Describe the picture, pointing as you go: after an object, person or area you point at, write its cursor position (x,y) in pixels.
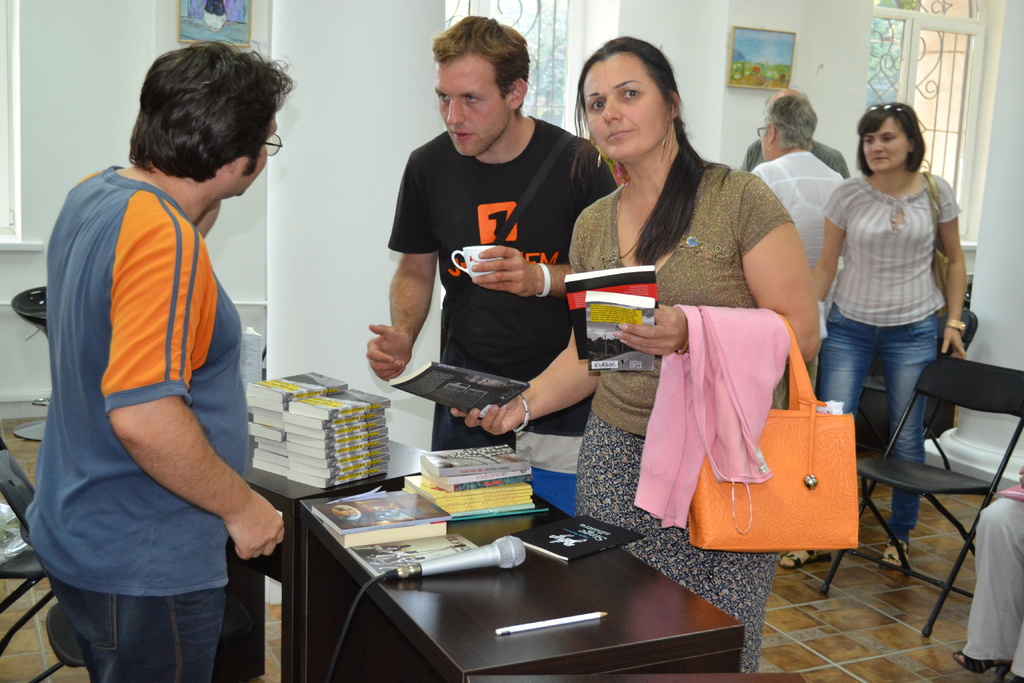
Here we can see some persons (745,291) are standing on the floor (850,637). This is table (629,633). On the table (587,657) there are books (454,493), pen (549,625) and a mike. There is a chair (982,398). This is pillar (343,139). In the background (150,18) there is a wall (150,18) and these are the frames (239,42). And there are windows (944,0).
